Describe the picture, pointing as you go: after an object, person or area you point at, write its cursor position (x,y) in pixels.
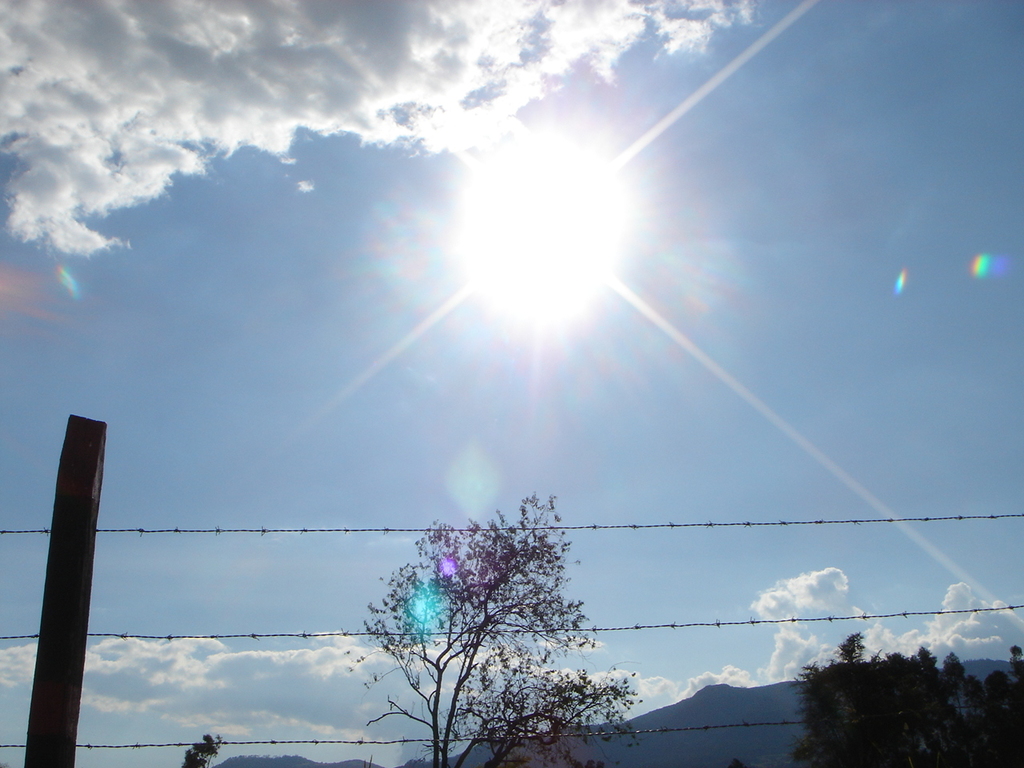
In this image I can see the fencing wires (709,526). In the background (714,676), I can see the trees (878,686) and clouds (325,15) in the sky (150,212).
